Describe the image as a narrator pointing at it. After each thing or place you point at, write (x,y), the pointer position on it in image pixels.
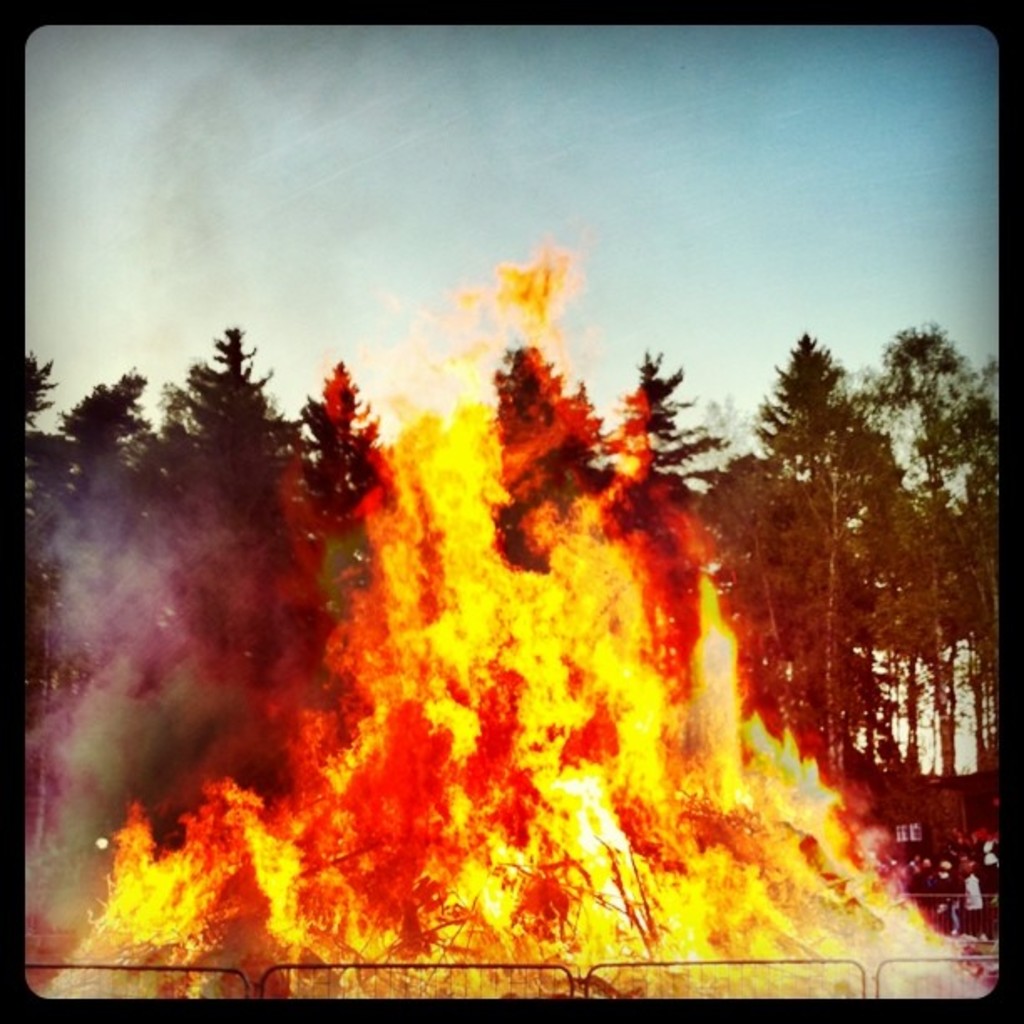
In this image I can see the fire (408,764), few people (971,903) and many trees (321,527). In the background (405,229) I can see the sky (452,228).
